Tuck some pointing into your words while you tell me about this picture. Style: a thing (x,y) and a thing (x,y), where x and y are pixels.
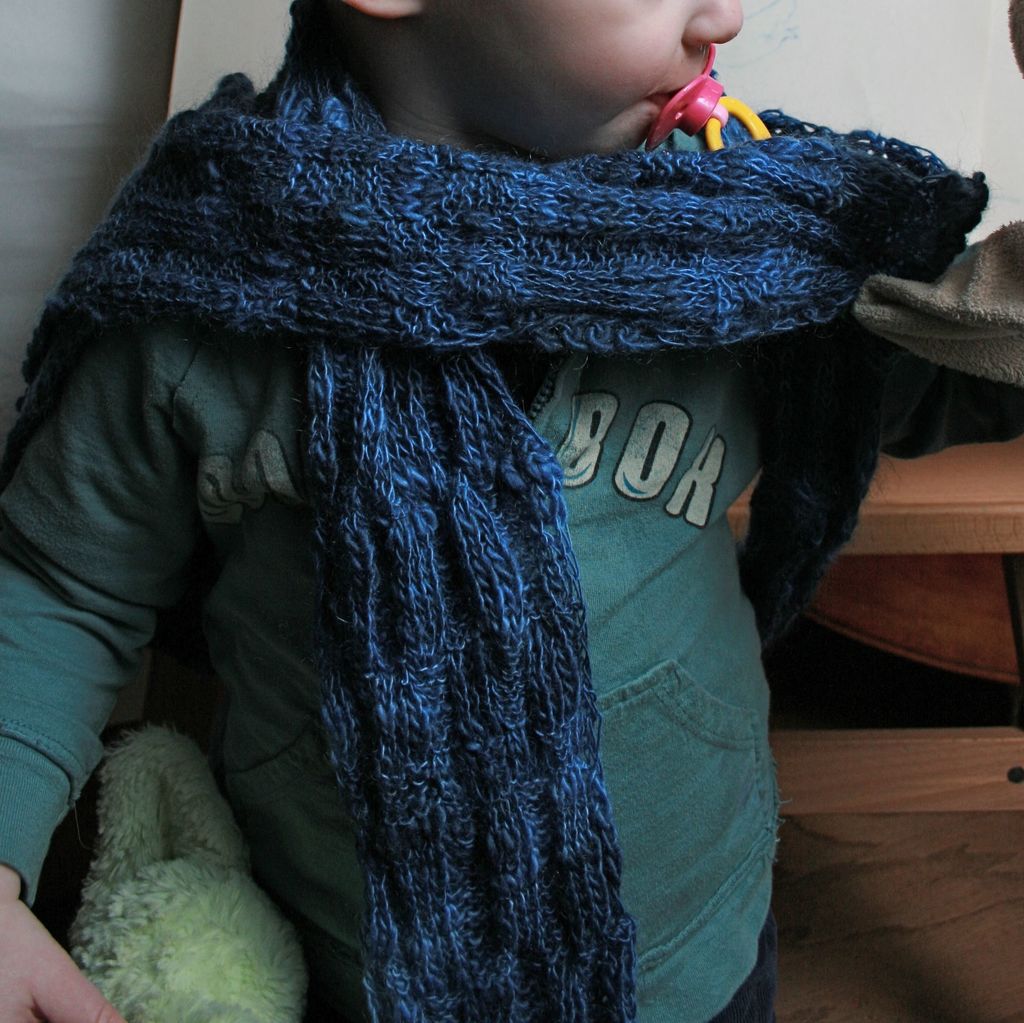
In this image we can see one truncated child (655,94) standing on the floor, holding an object (970,341) and one object (671,104) in the child's mouth (655,108). There are few objects (991,452) in the background (1012,507) and two objects (1016,362) on the right side of the image (948,706).
